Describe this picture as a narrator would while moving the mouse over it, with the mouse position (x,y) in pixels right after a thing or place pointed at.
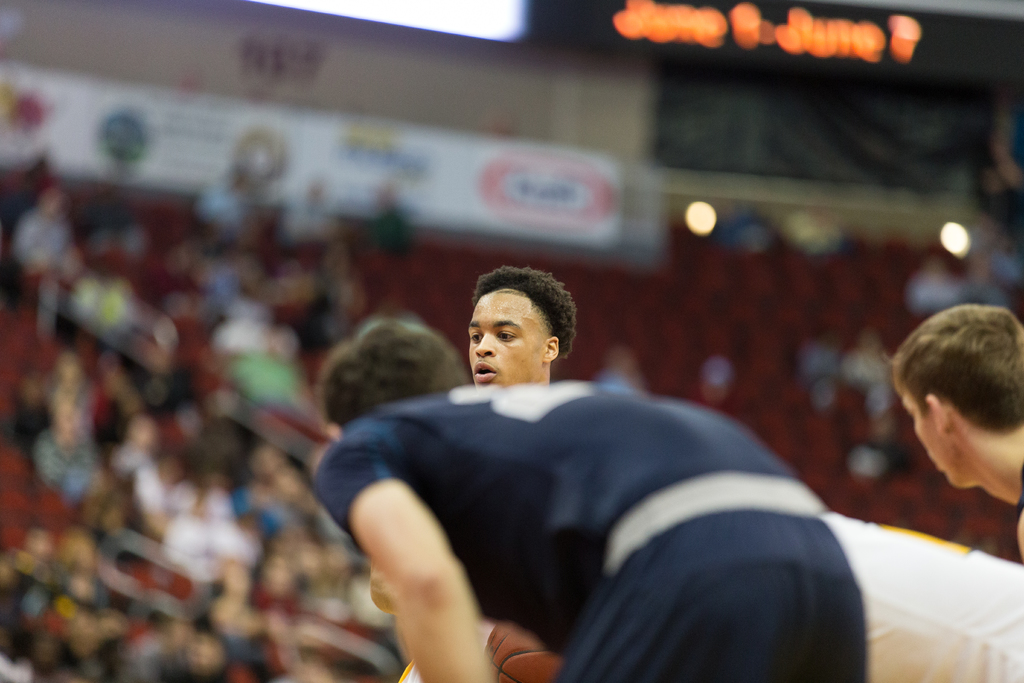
There are three persons (738,485). There is a blur background (177,532) and we can see crowd (270,339). There are lights (700,226), and a hoarding (510,142).
